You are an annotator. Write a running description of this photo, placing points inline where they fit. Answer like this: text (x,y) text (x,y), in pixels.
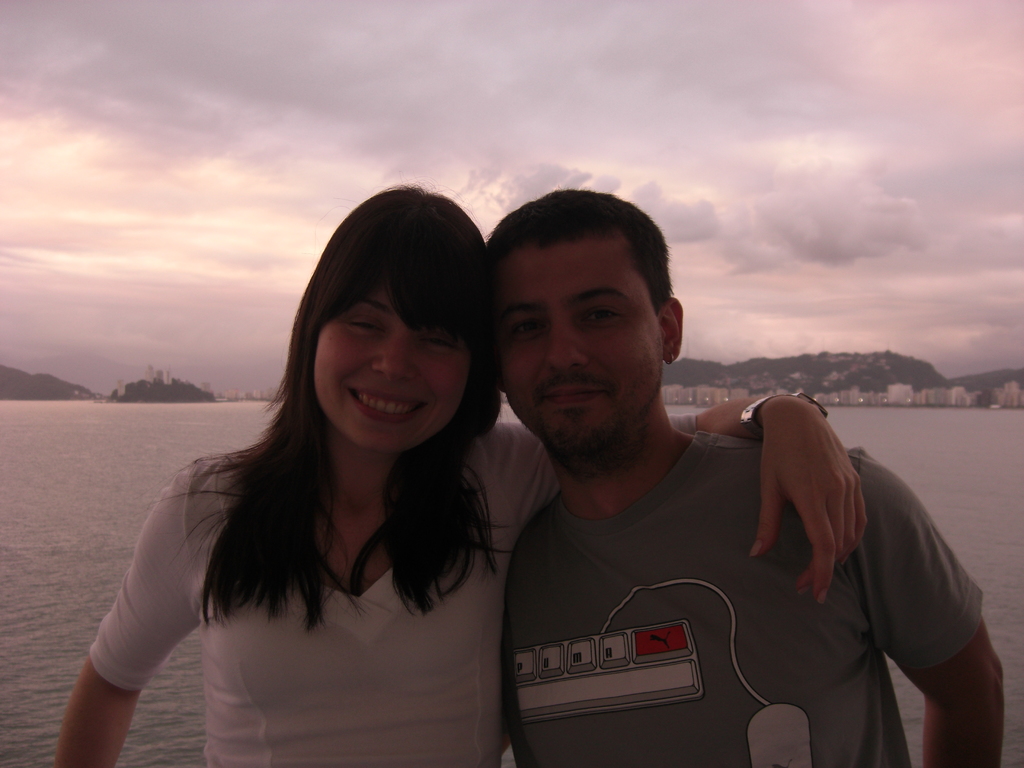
In this image, we can see a woman (401,627) and man (598,544) are watching and smiling. Woman (454,536) is keeping her hand (782,478) on the man's shoulder (731,479). Background (109,460) we can see water (168,437), mountains (858,354), buildings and cloudy sky (789,325).
